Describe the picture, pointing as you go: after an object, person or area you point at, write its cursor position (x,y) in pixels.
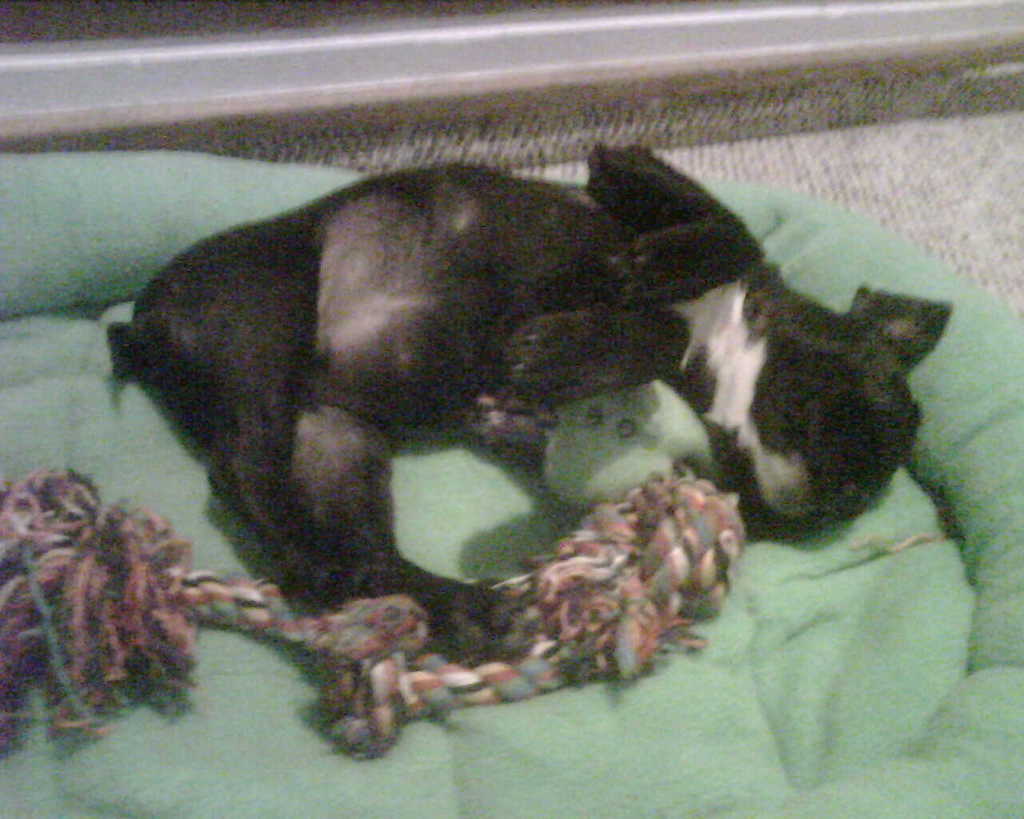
In this picture in the middle (626,321), we can see an animal (625,319) lying on the bed (792,754) which is in green color and the animal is also holding something. In the background (301,63), we can see a metal rod (695,48).
